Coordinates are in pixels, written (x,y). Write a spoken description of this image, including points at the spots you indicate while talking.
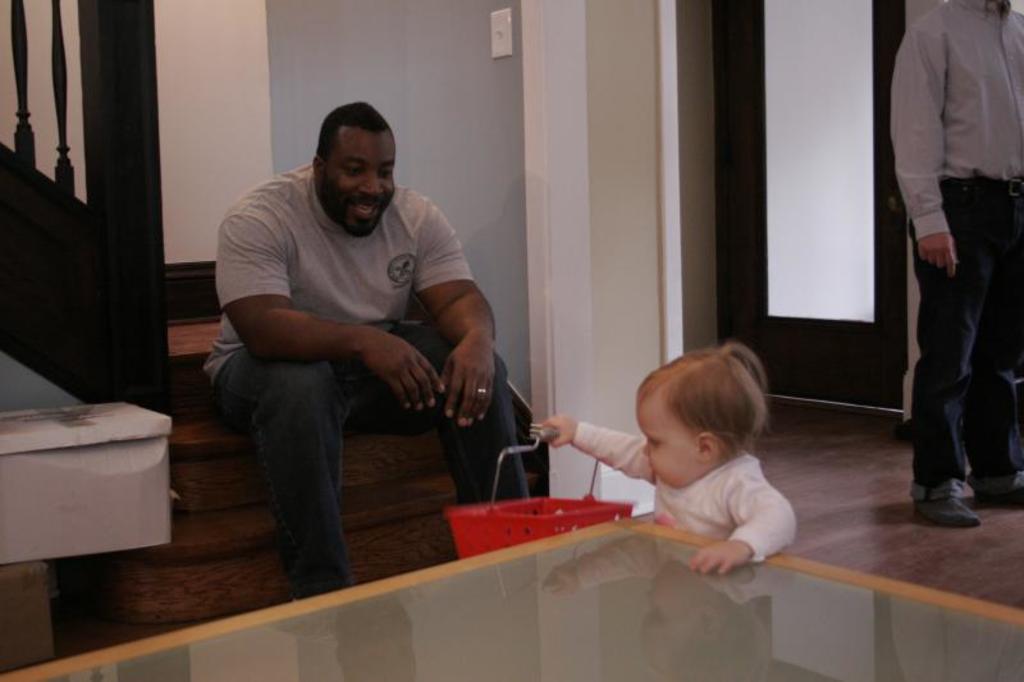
As we can see in the image there is a white color wall (602,207), door (809,192), stairs (15,200), a man (932,290) standing on the right side (1012,107) and in the front (571,632) there is a table (678,619) and a child (721,482) standing and holding red color basket (511,520) and this man (343,263) is sitting on stairs (179,367).
